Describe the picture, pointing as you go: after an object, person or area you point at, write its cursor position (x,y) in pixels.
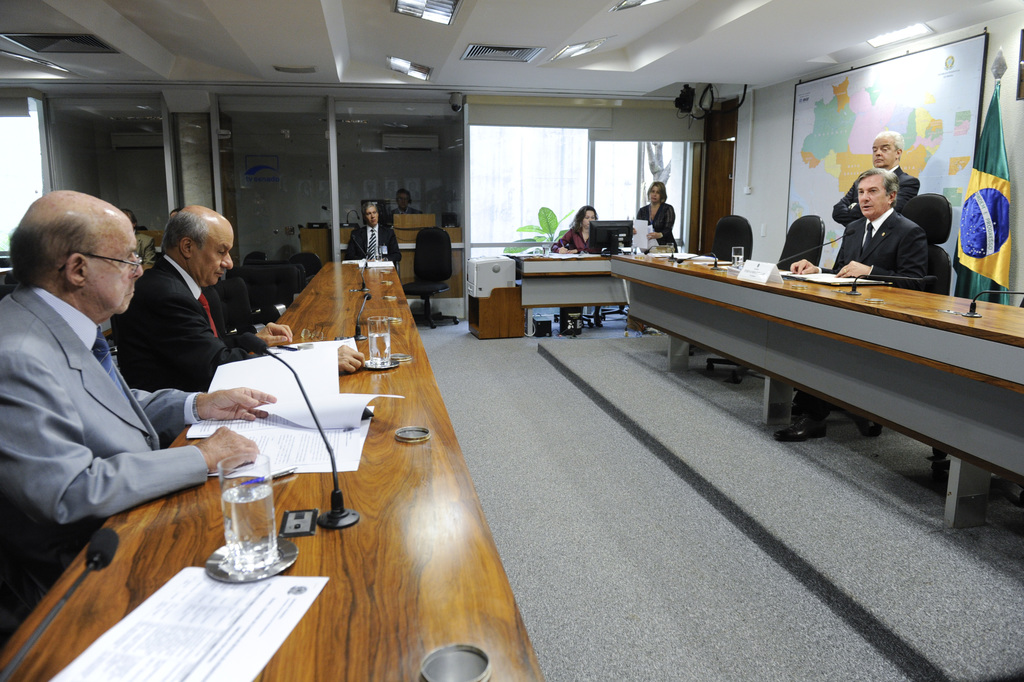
in this image i can see number of people (141,287) sitting on chairs (268,317) in front of the table (342,306), On the table (313,543) i can see few microphones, few glasses (244,511) and few papers (280,435). In the background (445,261) i can see a chair (436,255), a plant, a monitor (612,237), few people (662,207) standing, a map (854,152), a flag (1000,141), and few other rooms (429,166).
